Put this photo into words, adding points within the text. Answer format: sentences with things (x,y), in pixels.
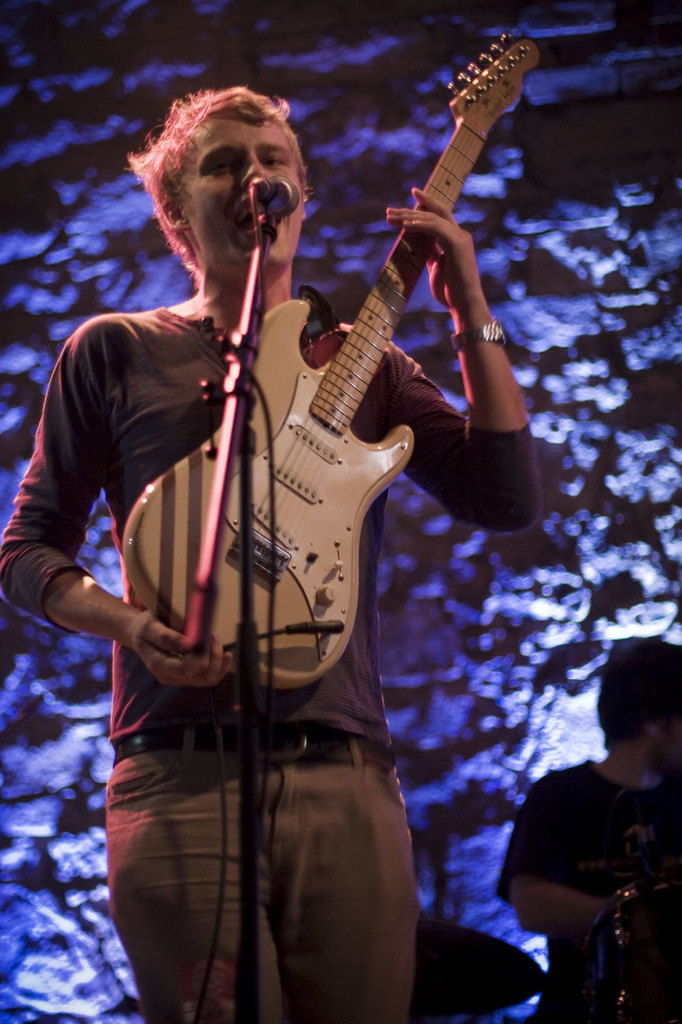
In this picture there is a boy (448,211) who is standing at the left side of the image (201,98), by holding the guitar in his hands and there is a mic (269,185) in front of him there is another boy (542,795) at the right side of the image (636,718), the background (32,683) color is blue.
